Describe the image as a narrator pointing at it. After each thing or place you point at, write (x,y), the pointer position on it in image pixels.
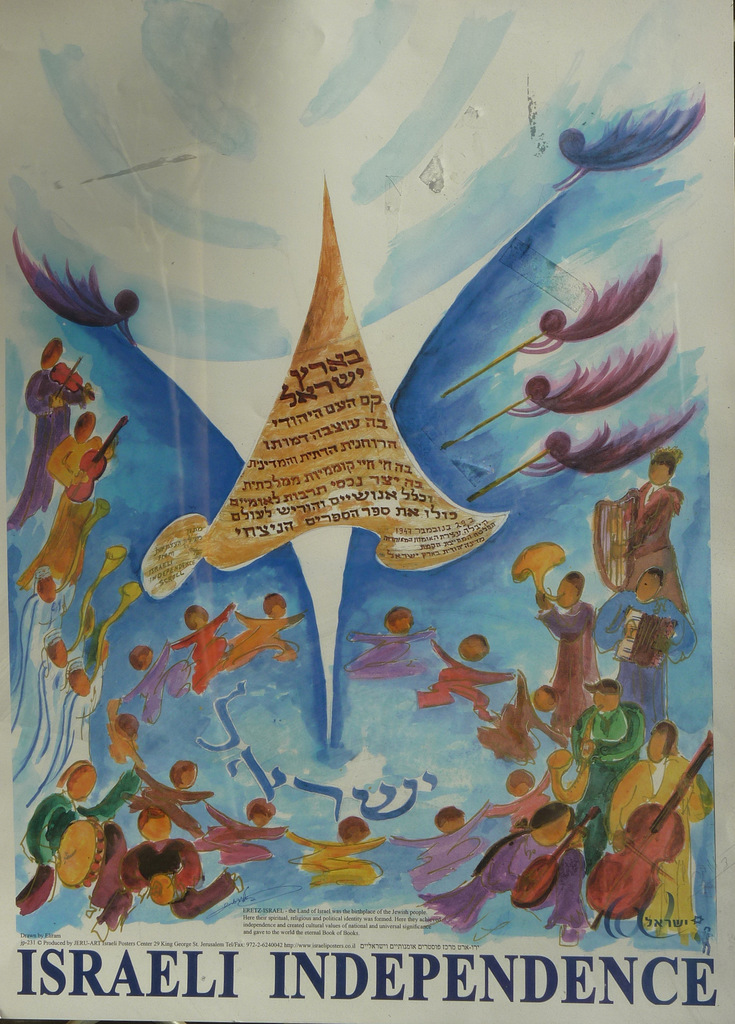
In the image there is a paper (349,712) with some text (79,993) below and painting (474,405) above it of some people (637,702) playing musical instruments (628,841) and dancing.
